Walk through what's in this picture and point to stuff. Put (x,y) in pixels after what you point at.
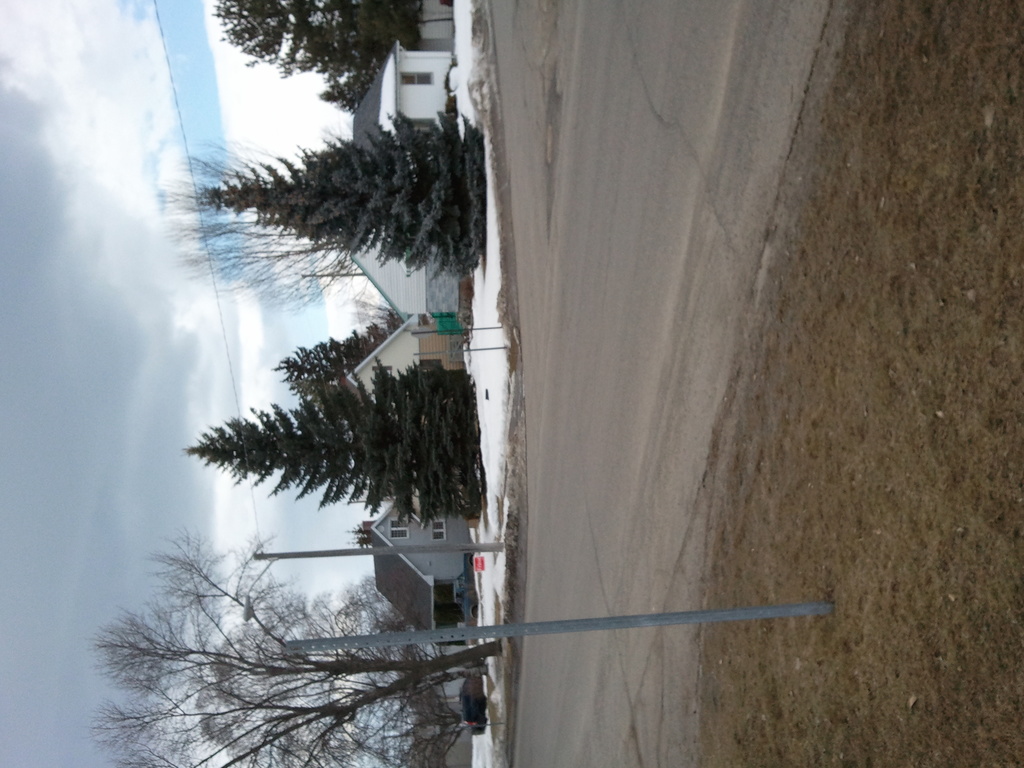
These are the trees (317,397) with branches (329,464) and leaves (268,445). I can see two poles (438,545) beside the road (676,635). These look like houses (386,265) with windows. I think this is the snow (477,390). This looks like a car (483,718), which is parked. These are the clouds (150,432) in the sky (156,437). Here is the grass (864,473).
